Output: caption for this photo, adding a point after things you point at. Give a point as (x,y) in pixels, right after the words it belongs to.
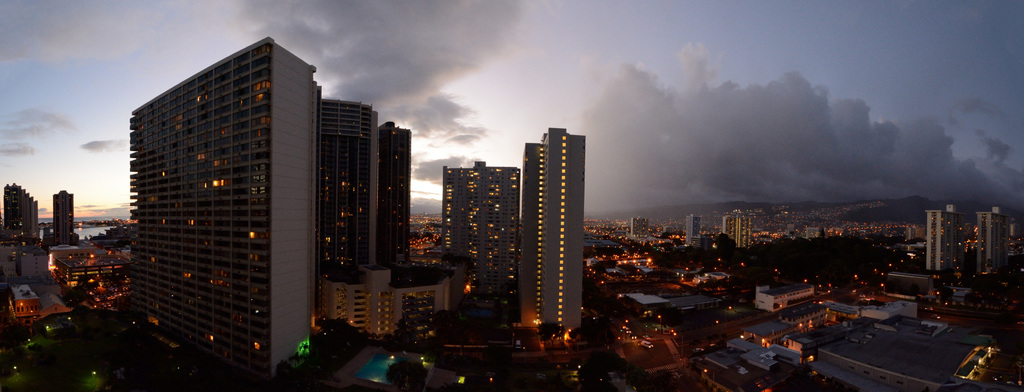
In this picture we can see a few buildings (522,312), lights (626,322), trees (807,276), vehicles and other objects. We can see the cloudy sky (588,97).
